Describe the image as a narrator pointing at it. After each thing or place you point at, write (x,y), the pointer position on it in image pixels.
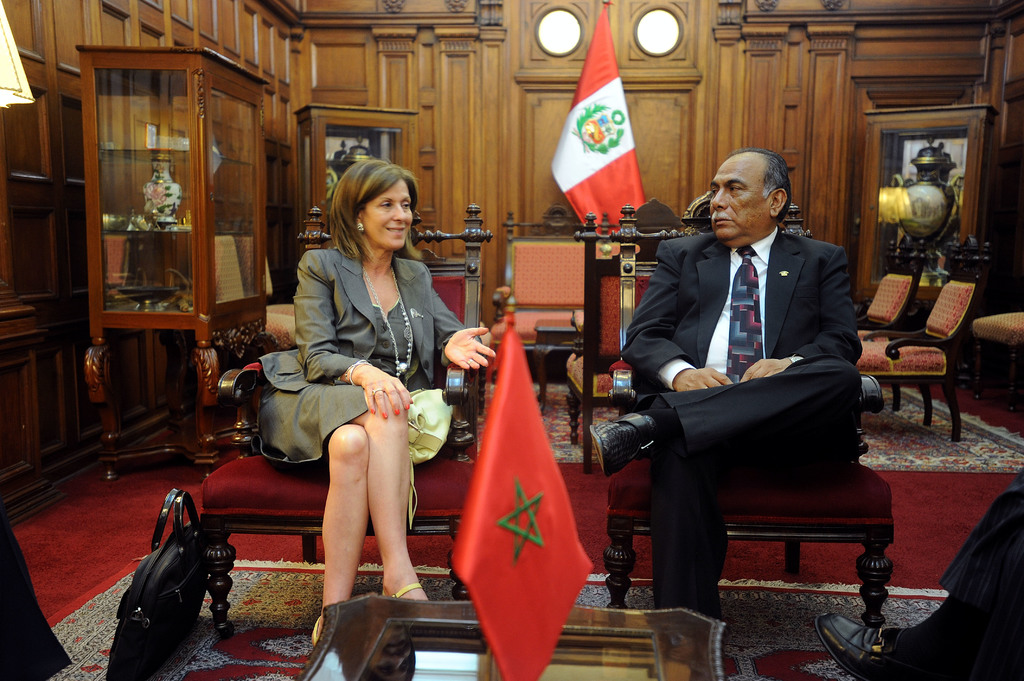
In this image, there are a few people (678,263) sitting on chairs (666,229). We can see the ground (771,583) with some objects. We can also see the sofa (499,317) and a few chairs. We can see the wooden wall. We can see an object (675,637) with some glass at the bottom (675,654). We can also see some flags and some objects (917,186) in glass cupboards (140,131). We can also see an object (19,60) in the top left corner (22,90). We can see an object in the bottom left corner (10,538).
